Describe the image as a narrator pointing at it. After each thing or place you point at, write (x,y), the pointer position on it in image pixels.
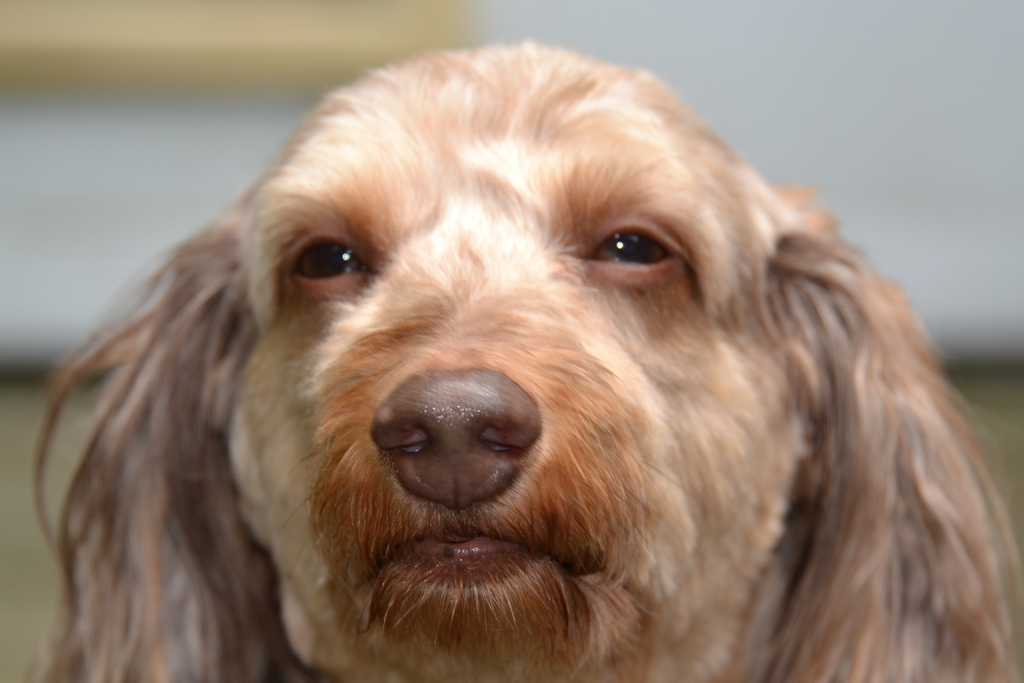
In this picture, we see a brown dog (714,366). We can only see the ears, eyes (341,257), mouth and nose (503,473) of the dog (781,251). In the background (816,134), it is white in color and this picture is blurred in the background (64,185).
